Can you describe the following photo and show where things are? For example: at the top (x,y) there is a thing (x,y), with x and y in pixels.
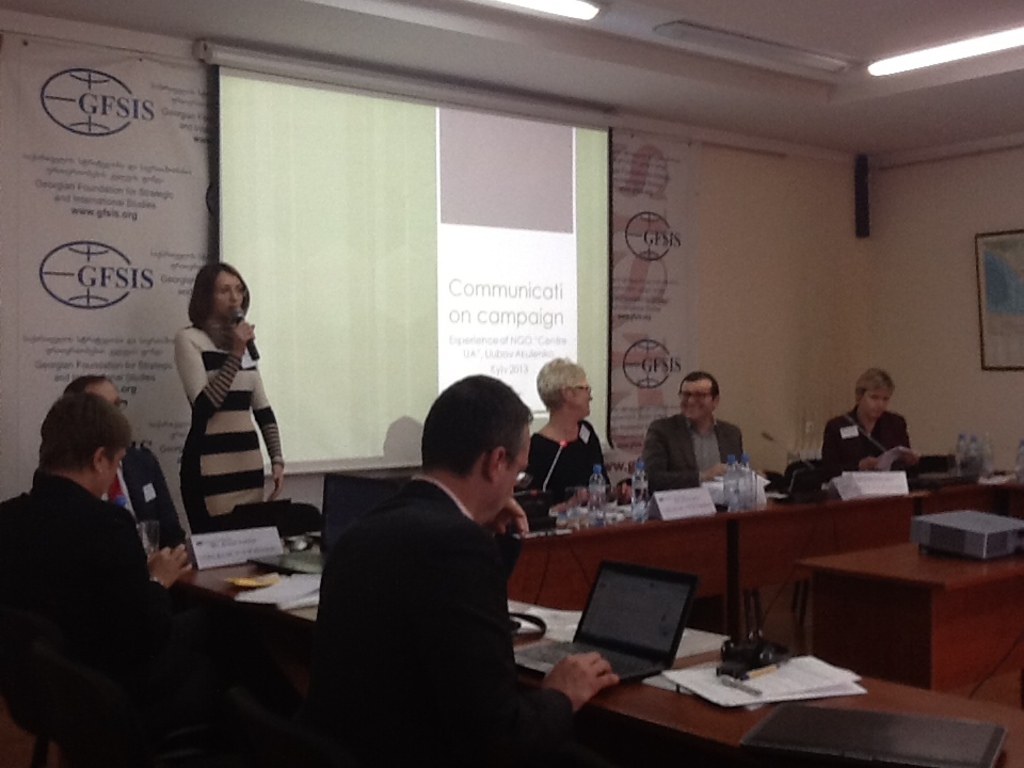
there are many people (387,575) sitting on the chair (141,672) with the table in front of them there is one woman (226,526) talking in a microphone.
